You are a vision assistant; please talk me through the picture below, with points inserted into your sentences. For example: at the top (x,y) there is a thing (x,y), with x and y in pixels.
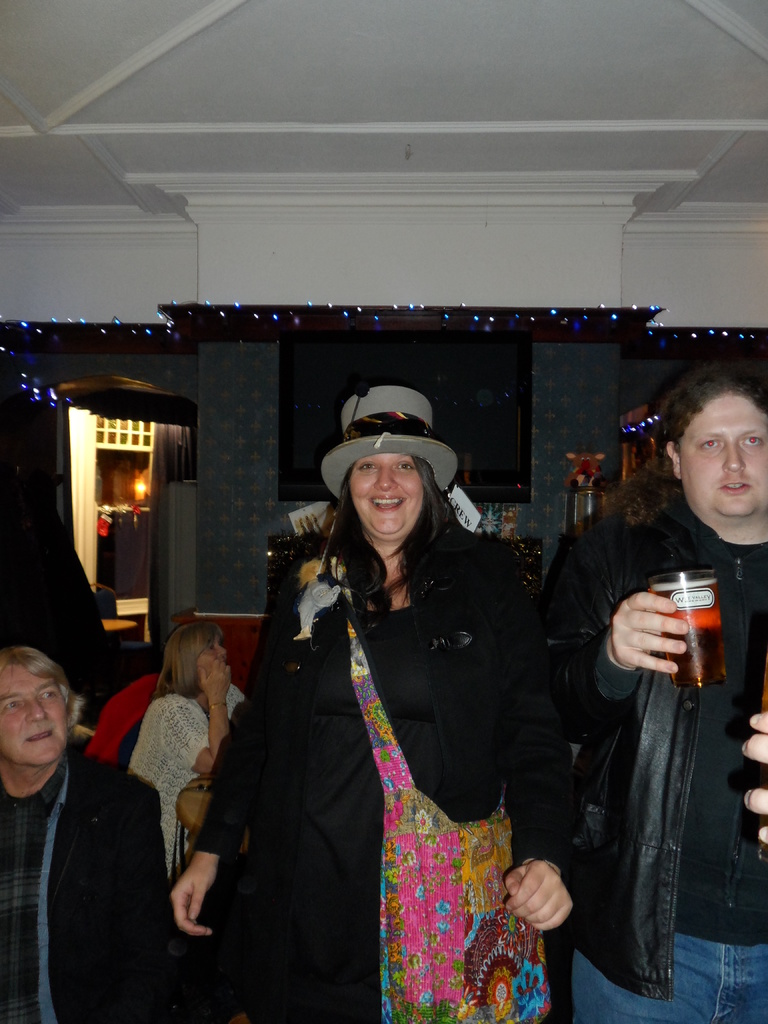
In the center of the image (378,582) we can see a lady (359,715) is standing and smiling and wearing a black dress (387,642), hat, bag (413,806). On the right side of the image (748,392) we can see a man (685,415) is standing and wearing a jacket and holding a glass (714,630). In the background of the image (252,562) we can see the wall (525,228), lights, door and a lady (204,735) is sitting on a chair (136,710) and a man (147,810) is sitting. At the top of the image (669,22) we can see the roof (369,86).
